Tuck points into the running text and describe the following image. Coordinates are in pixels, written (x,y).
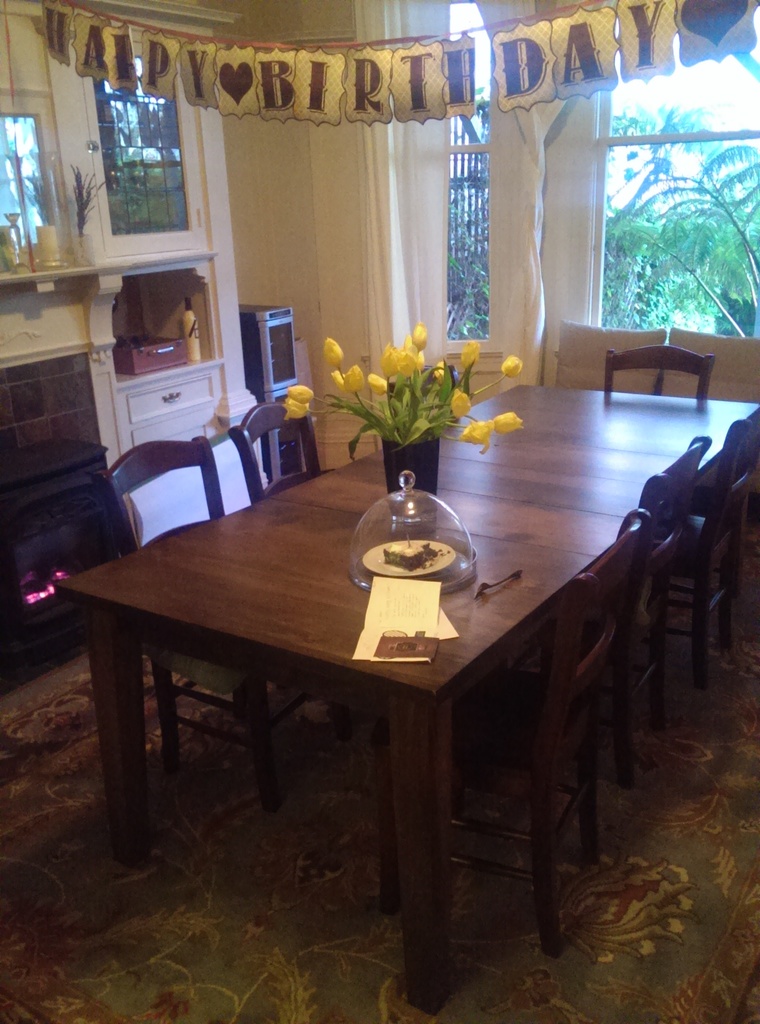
In the image we can see there are chairs (689,496) and a table (540,465). On the table (540,465), there is a flower bouquet (422,416), plate (418,553) and food (408,555) on the plate (384,562), this is a paper (400,597), floor (318,869), cupboards (171,410), objects (10,216), fence (466,209), text (374,88) and a window (639,247). Out of the window (630,191) we can see there are many trees (626,178).
